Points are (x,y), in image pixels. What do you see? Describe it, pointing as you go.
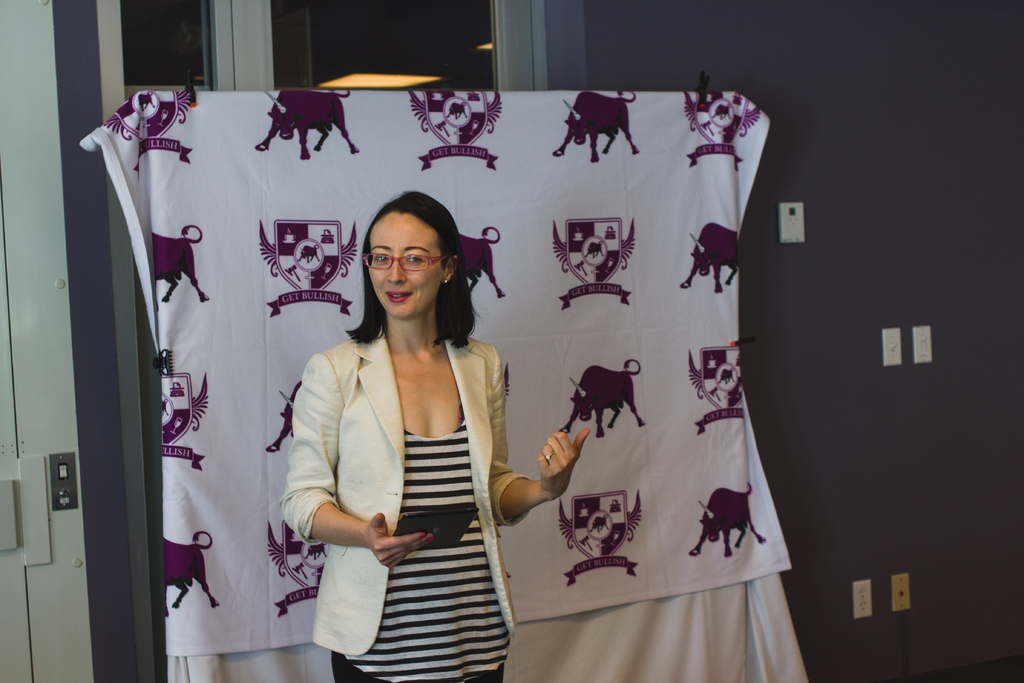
In this image I can see a woman (440,481) wearing white, black and cream colored dress (416,469) is standing and holding a black colored object (396,524). I can see a white colored cloth (271,351) behind her, the wall (851,24) and few switches (794,230) to the wall (908,345).
